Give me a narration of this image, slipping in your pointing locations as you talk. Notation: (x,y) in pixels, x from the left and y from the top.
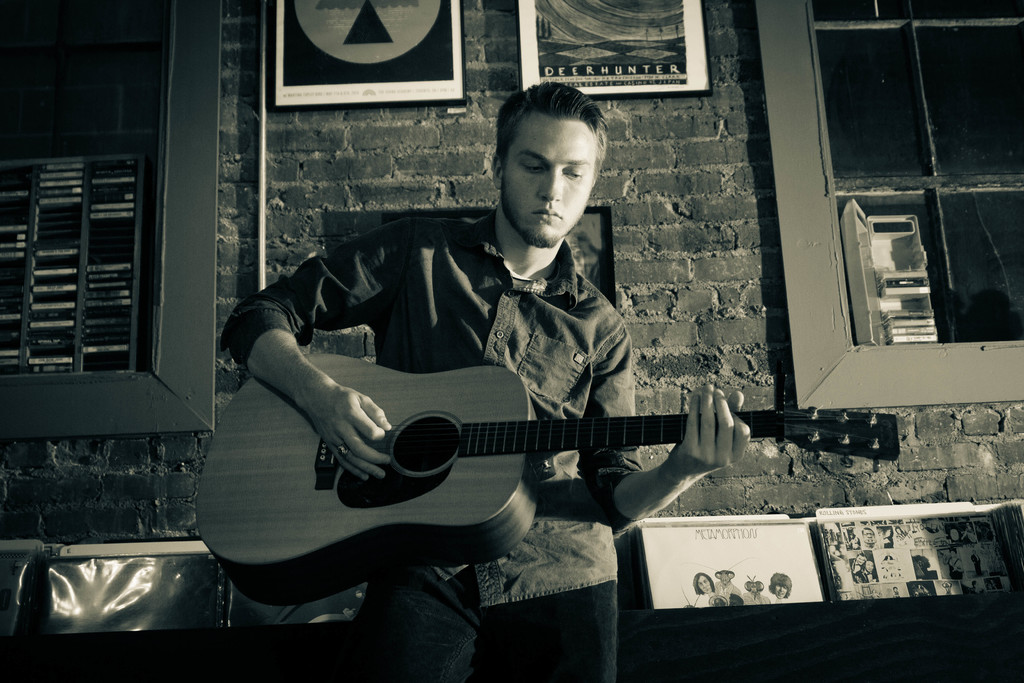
In this picture there is a boy (470,637) who is holding the guitar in his hands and seeing at the down, there are two portraits (581,28) are fixed on the wall (335,123) behind the boy (577,95) and there are two windows (70,57) behind the boy (546,217).
